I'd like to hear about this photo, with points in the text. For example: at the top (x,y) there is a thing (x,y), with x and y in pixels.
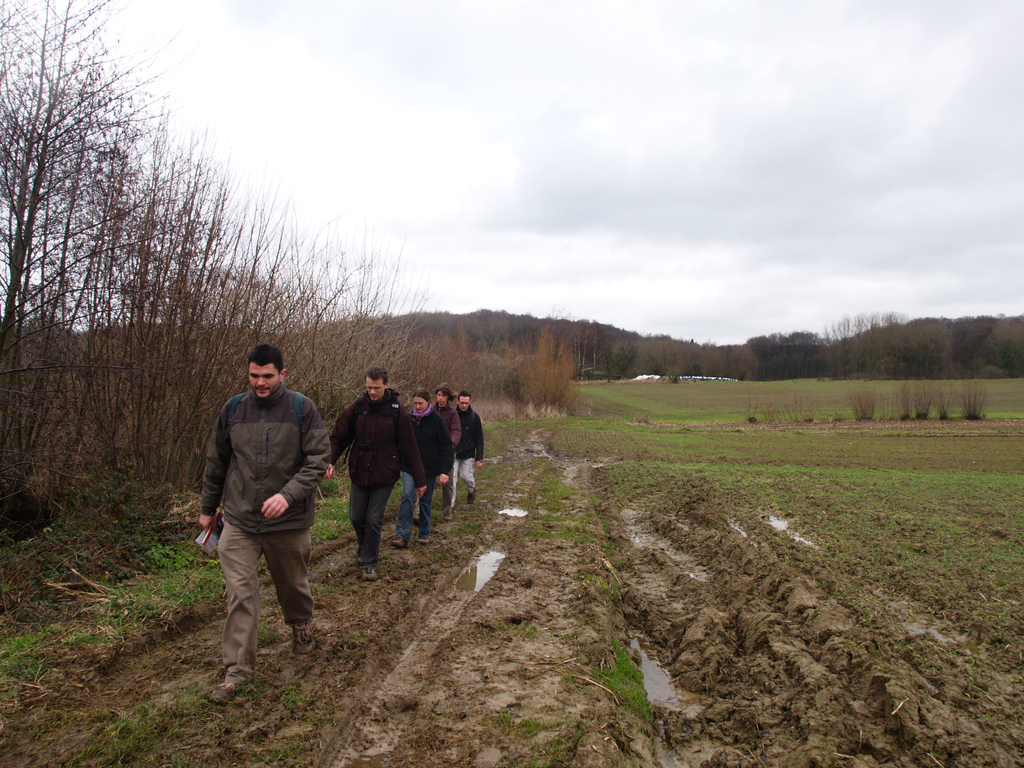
In this image we can see the persons (304,507) walking on the soil (419,679). We can also see the grass (633,699), water (658,692), trees (496,350) and also the sky (635,126).
